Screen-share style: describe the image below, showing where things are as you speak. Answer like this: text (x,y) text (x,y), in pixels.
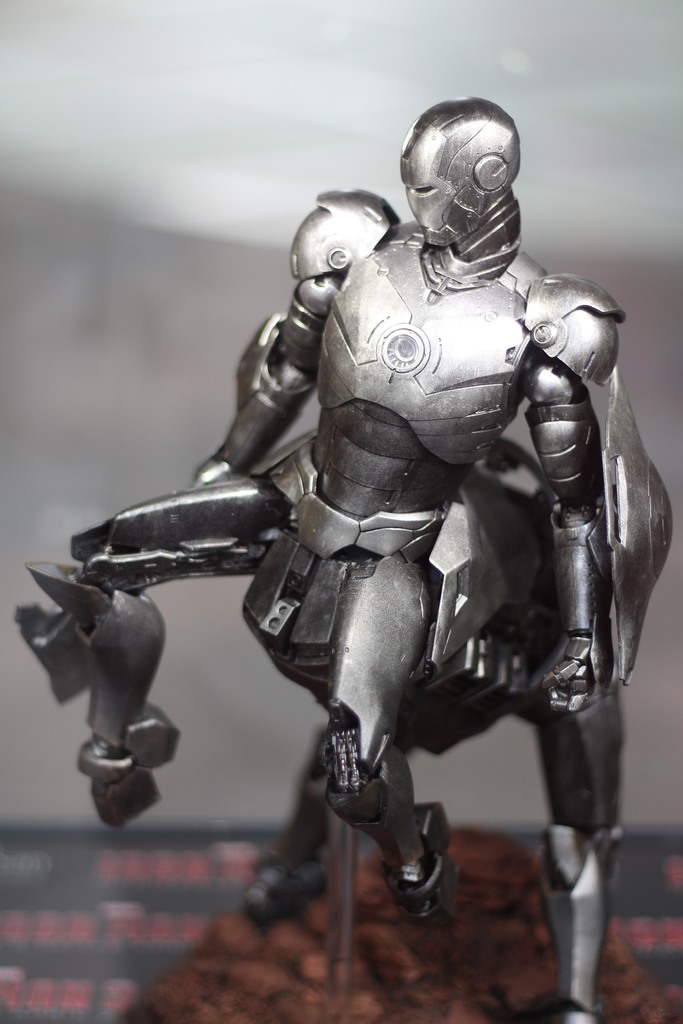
In this image we can see toy robots (510,525). At the bottom (291,956) there is a surface (461,963).
